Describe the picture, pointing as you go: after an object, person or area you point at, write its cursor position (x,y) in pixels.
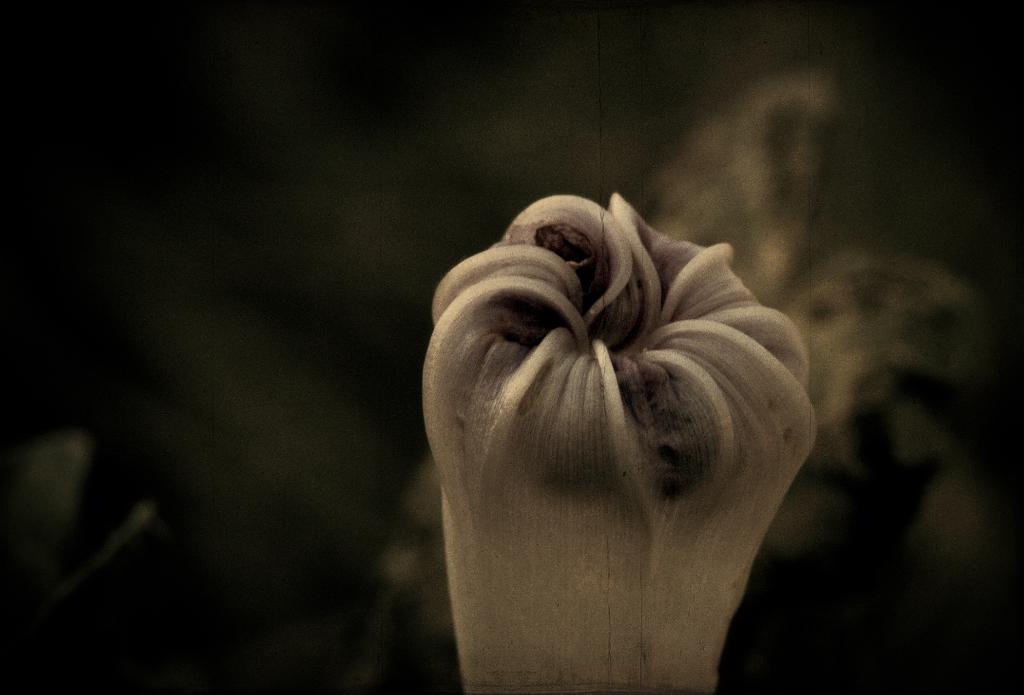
In this image I can see a bud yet to flower as the foreground (622,194) and the background (362,264) is blurred.
